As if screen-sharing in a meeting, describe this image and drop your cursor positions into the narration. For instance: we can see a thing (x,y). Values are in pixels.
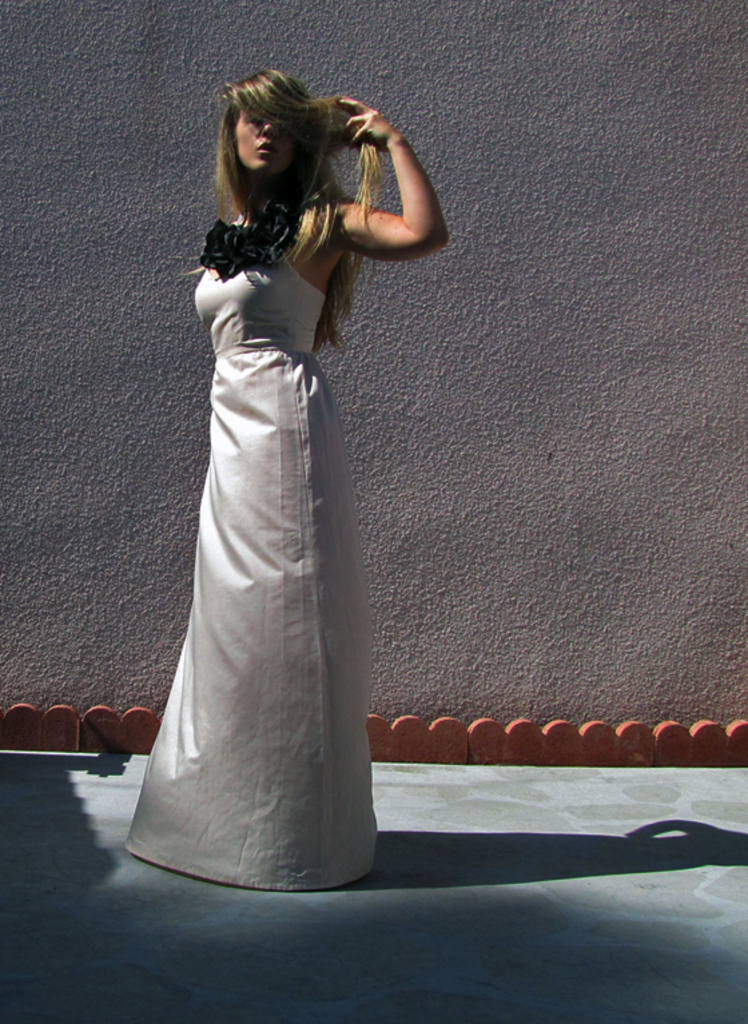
In this picture we can see a woman (281,483) is standing, at the bottom (544,841) we can see shadow (636,844) of this woman (302,572), in the background (493,448) there is a wall (518,362).
